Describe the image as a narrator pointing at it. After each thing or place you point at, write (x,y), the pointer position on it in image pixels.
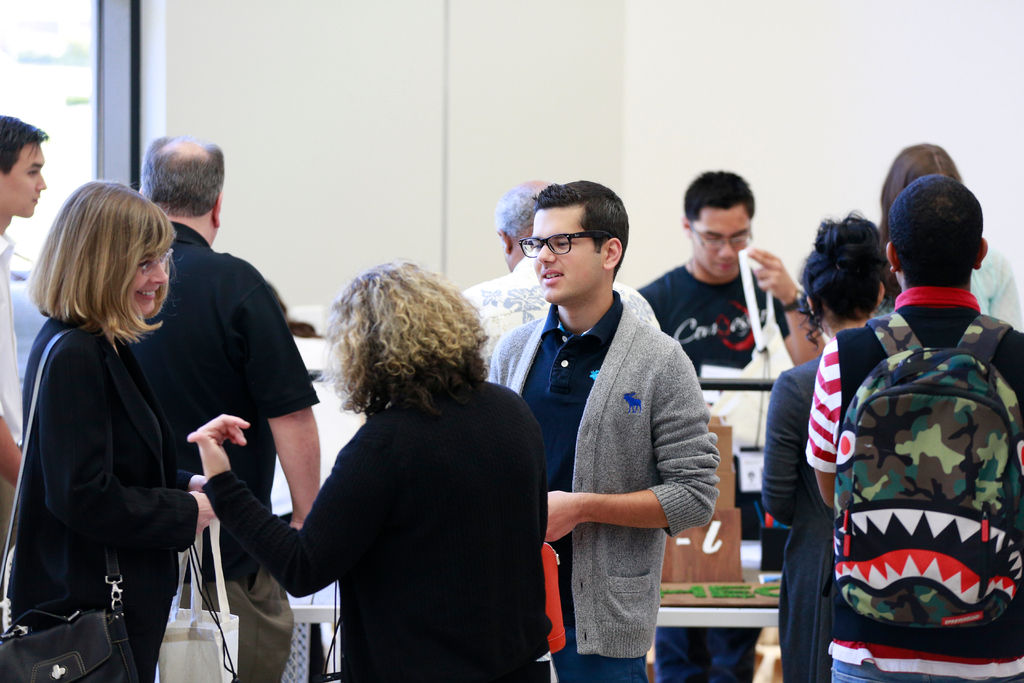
In this image I can see group of people (220,385) standing. The person (369,484) in front (410,499) wearing black color dress (377,496) and the person (136,466) at left (121,463) holding a bag (221,622) and the bag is in black and white color. Background (376,118) I can see a window (71,90) and the wall (310,149) is in white color.
